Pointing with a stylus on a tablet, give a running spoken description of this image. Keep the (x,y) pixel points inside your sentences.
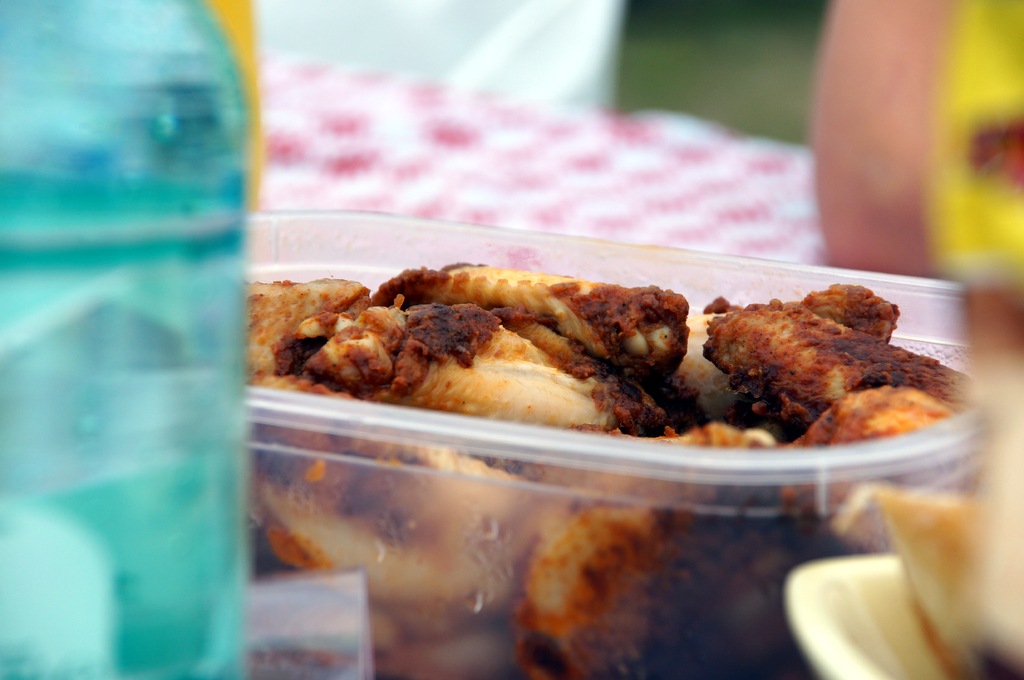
In this image we can see some food items (573,368) in the box (443,438), beside to it, there is a bottle (202,308), behind to it, there is a cloth (547,113), and the background (776,103) is blurred.
